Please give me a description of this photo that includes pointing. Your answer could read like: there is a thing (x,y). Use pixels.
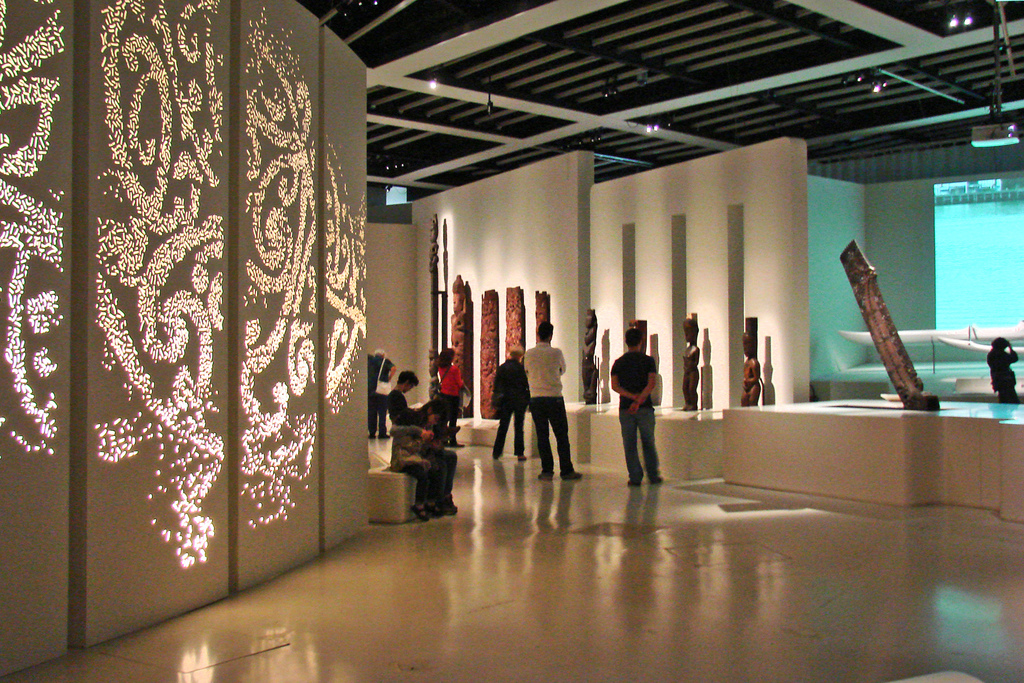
In the image there are few persons (557,395) standing and sitting in the back (595,401) staring at the idols (750,362) in front of the wall (652,333), on the left side (218,558) there is a wall (22,486) with a design (159,198) on it, this seems to be in a museum (358,430).
